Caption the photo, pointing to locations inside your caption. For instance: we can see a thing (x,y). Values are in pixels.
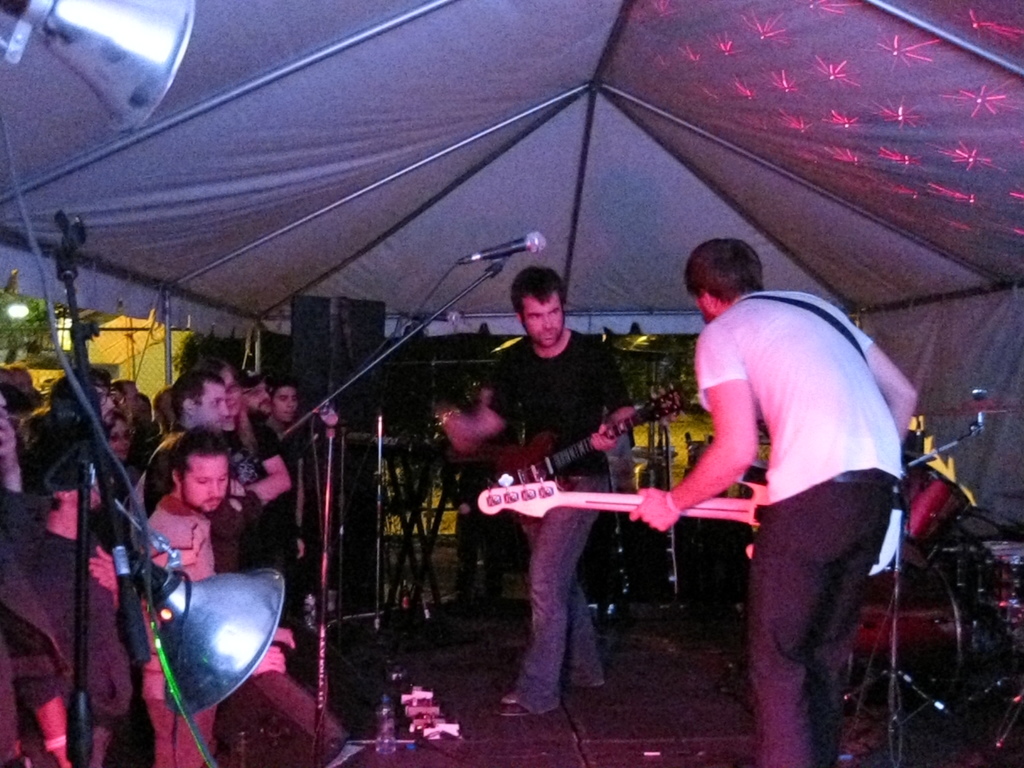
In the picture we can see a two men (744,438) are standing and holding a guitars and few people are standing and watching them. In the background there are some musical instruments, in front of them there is a microphone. In the ceiling (573,141) there is a tent (577,158) and light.
